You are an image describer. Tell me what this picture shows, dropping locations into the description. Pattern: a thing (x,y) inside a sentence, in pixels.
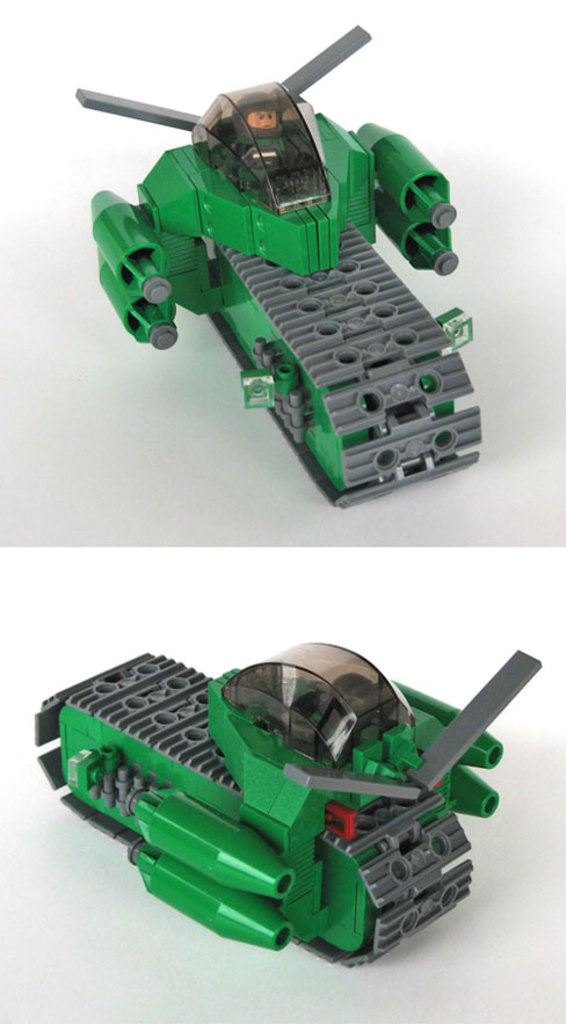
This is a collage image. In this image I can see the toys (216,723) which are in green and grey color. I can see the white background (179,467).
